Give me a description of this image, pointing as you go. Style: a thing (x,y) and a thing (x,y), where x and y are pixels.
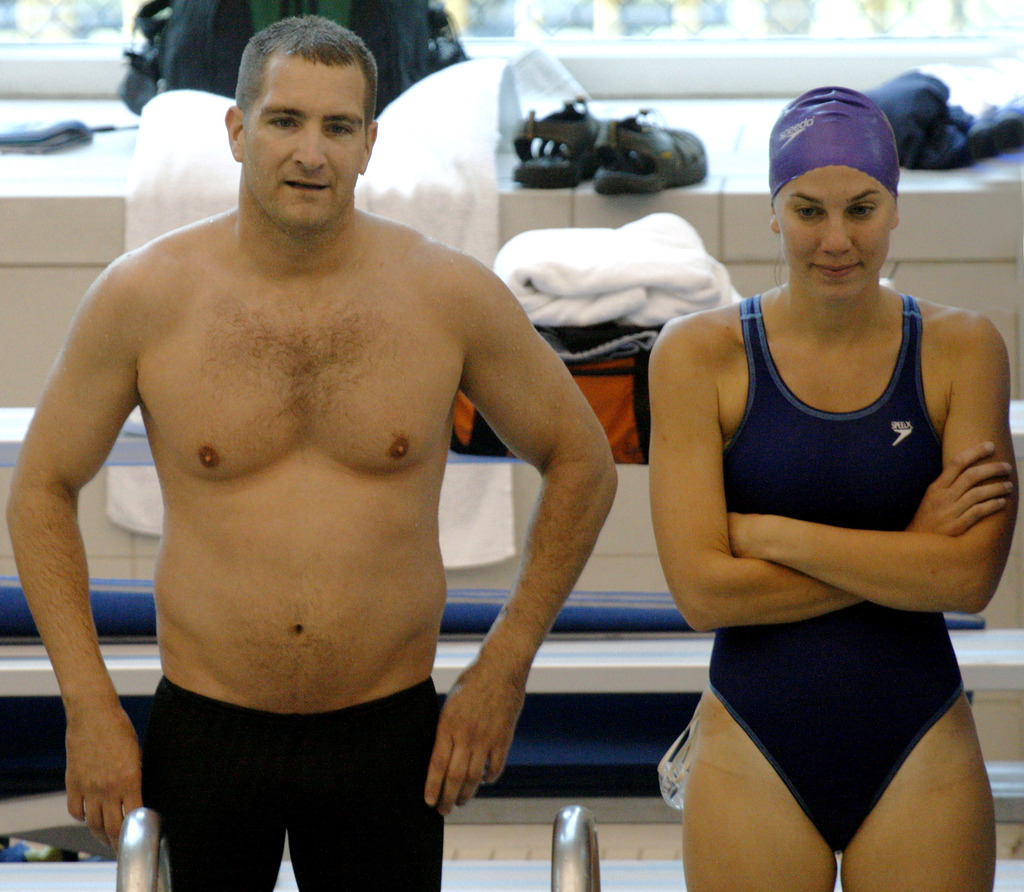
In this image there is a man (339,489) and woman (810,629) standing, in the background (18,179) there are steps (1010,412), on that steps (624,222) there are clothes (484,257), bags (349,5), slippers (516,149), in front of the man (273,767) there are two iron poles (577,854).
